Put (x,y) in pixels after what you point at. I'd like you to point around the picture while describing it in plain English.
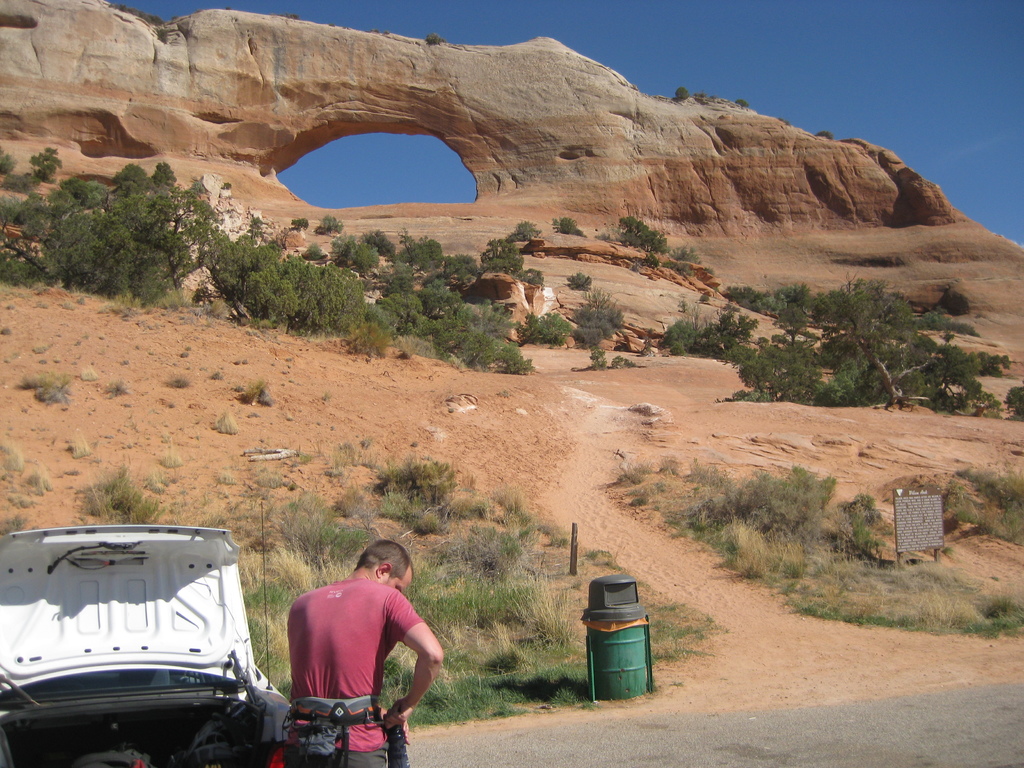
At the bottom of the image (364,708) there is a man (347,664) standing, next to him there is a vehicle (103,684). In the center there is a bin (595,678). In the background (249,281) we can see an arch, trees (858,343), board (930,507) and sky (778,71).
